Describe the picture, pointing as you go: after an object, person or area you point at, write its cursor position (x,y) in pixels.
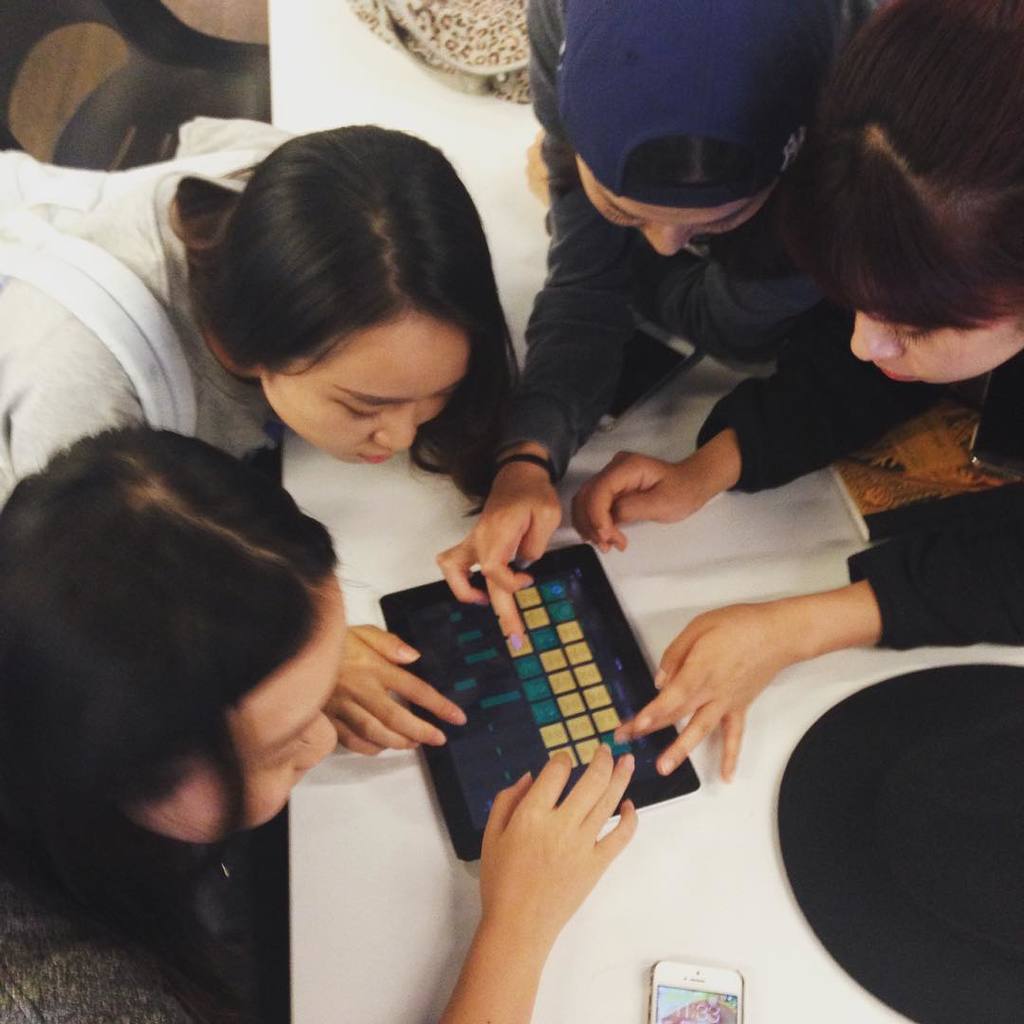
In this image I can see four people (712,621) are playing in the tablet (577,665). I can see a mobile phone (671,967) and some objects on the table (318,49).
